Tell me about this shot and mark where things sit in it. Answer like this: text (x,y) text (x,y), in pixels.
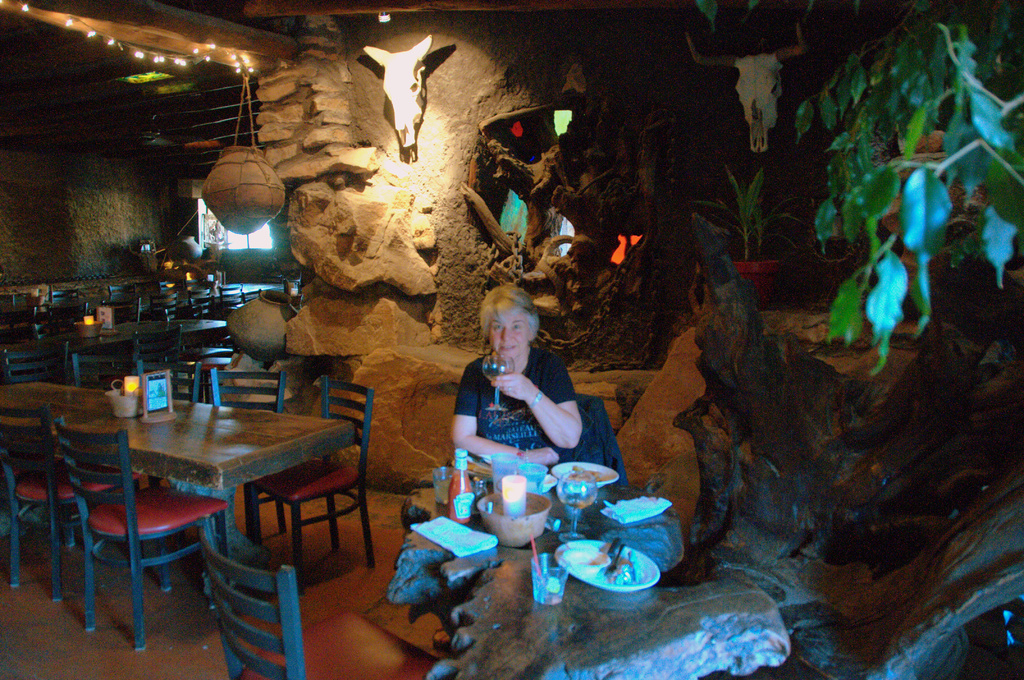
I think this picture is taken in a cave (650,442). In the cave (394,425), there are tables (101,411) surrounded by the chairs (278,612). In the center (460,438), there is a woman (519,439) holding a glass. Before her there is a tree trunk (587,523). On the trunk (598,502), there are plates (649,561), bowls (489,503), glasses (550,597) were placed. In the background (403,137) there are statues (771,113) of animal heads (751,82). Towards the right (901,217), there is a plant (984,70).
